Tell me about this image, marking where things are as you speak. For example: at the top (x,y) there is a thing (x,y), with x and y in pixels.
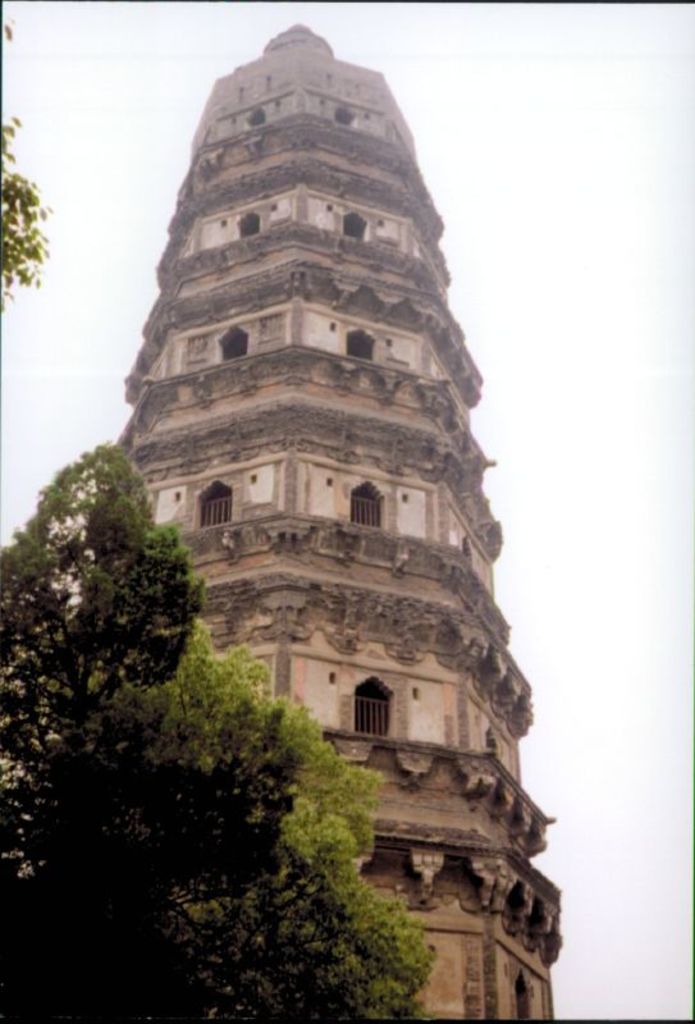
In the given image i can see a tower (336,510) and plants (279,777).
